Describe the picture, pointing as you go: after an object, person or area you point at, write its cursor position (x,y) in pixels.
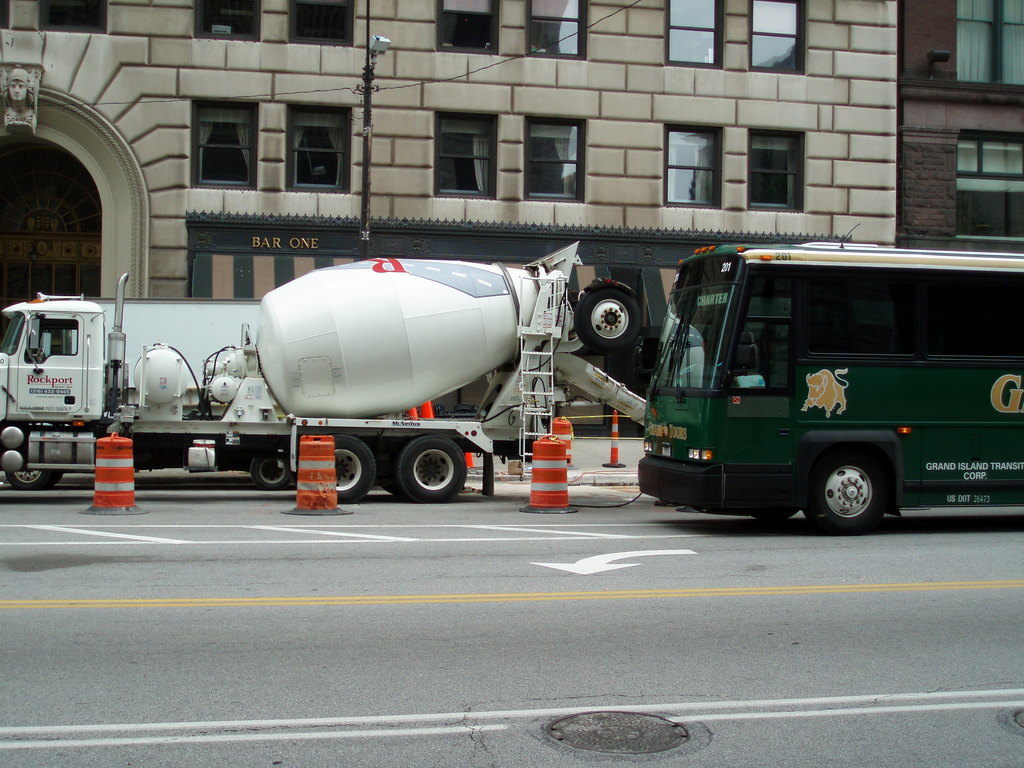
In this image two vehicles (322,433) are on the road (902,574) having few inverted cones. Background (216,205) there is a building (234,244) having windows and a door (25,228). Left top there is a sculpture (16,86) attached to the wall (46,90) of a building (659,106). Behind the vehicle (390,360) there is a pole (368,75) having a lamp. A wire (333,90) is connected to it.
